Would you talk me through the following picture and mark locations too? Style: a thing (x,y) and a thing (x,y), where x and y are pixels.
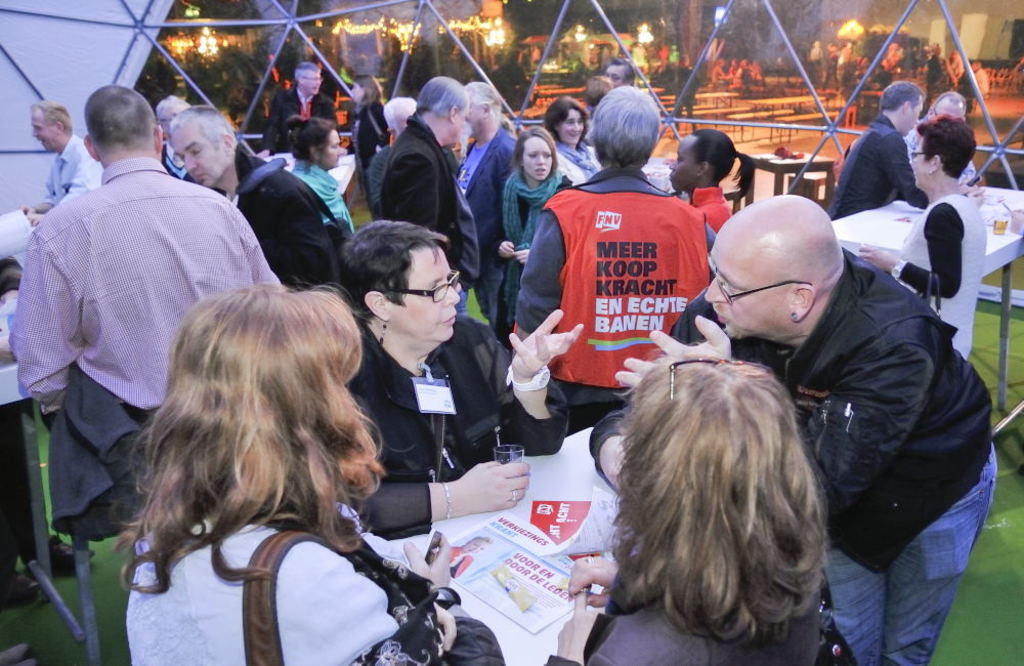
This picture describe about the group of people (295,448) in the hall (781,128) discussing something. In front (473,571) there is a table (491,609) on which we can see newspaper (515,535). In the background (893,44) there is a glass panel wall (577,50).
